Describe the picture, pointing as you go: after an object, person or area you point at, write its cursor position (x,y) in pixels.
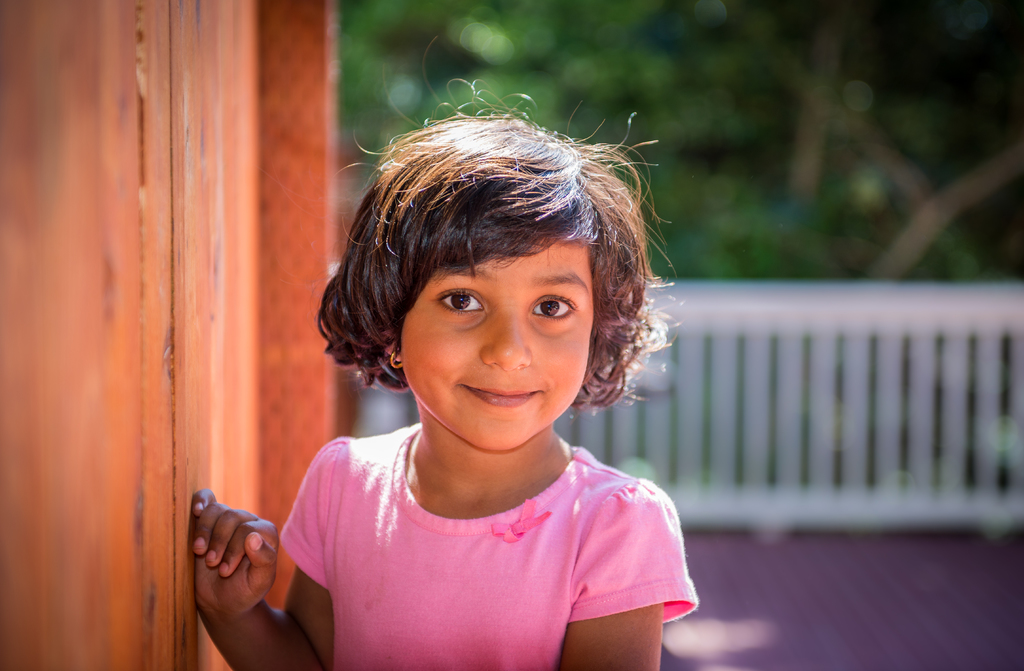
In this image there is a girl (464,475) standing beside the wall (12,88). In the background (741,358) there is a fence (849,309), Beside the fence (877,348) there are trees (774,146).
